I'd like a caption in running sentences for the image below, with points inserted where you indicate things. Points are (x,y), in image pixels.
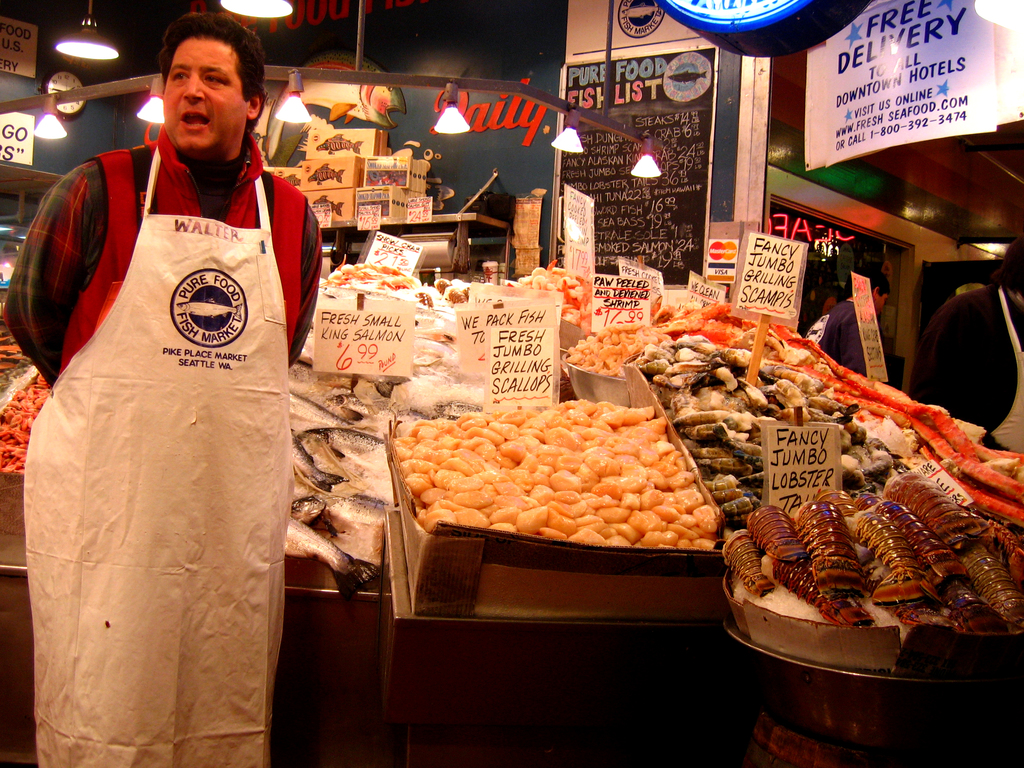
In this picture I can observe a stall (400,326). There is some food (440,491) in this stall (573,369). On the left side (215,349) there is a person (131,286) standing on the floor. Behind him I can observe some lights (650,154). On the right side (833,71) there is a white color board (922,100). In the background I can observe a wall (401,42).
